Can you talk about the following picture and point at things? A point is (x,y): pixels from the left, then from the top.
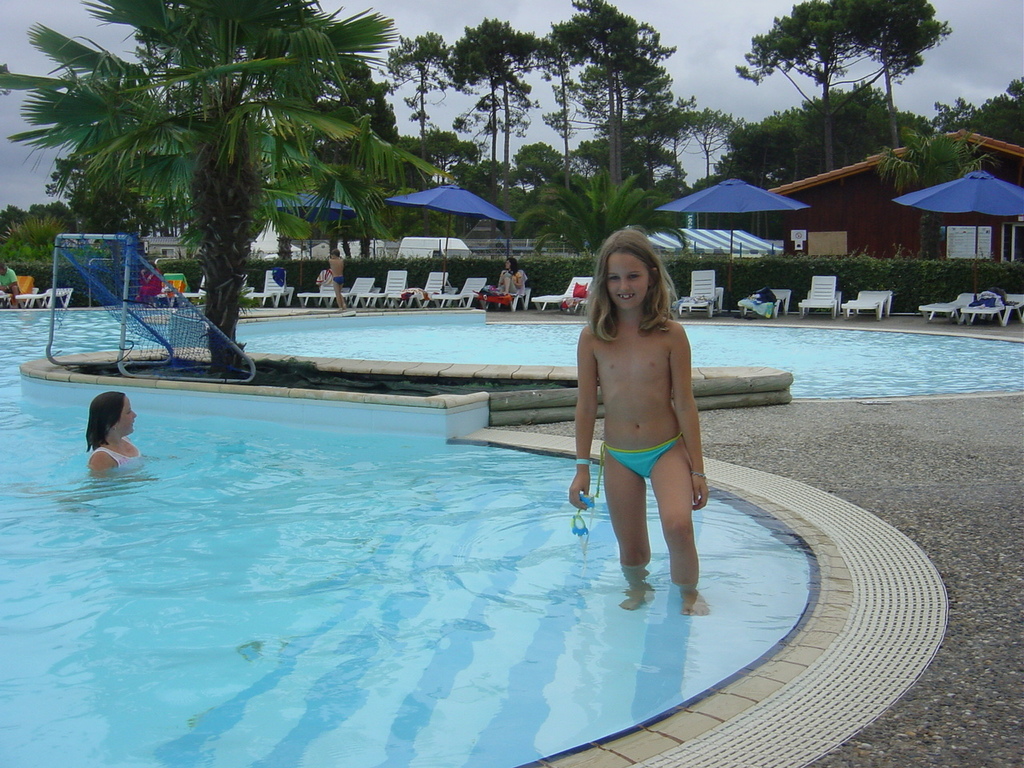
Here we can see two persons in the swimming pool (225,591). There are chairs (720,305), umbrellas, plants (541,290), trees (370,210), and a house (1023,157). There are few persons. In the background (84,19) there is sky (84,19).
